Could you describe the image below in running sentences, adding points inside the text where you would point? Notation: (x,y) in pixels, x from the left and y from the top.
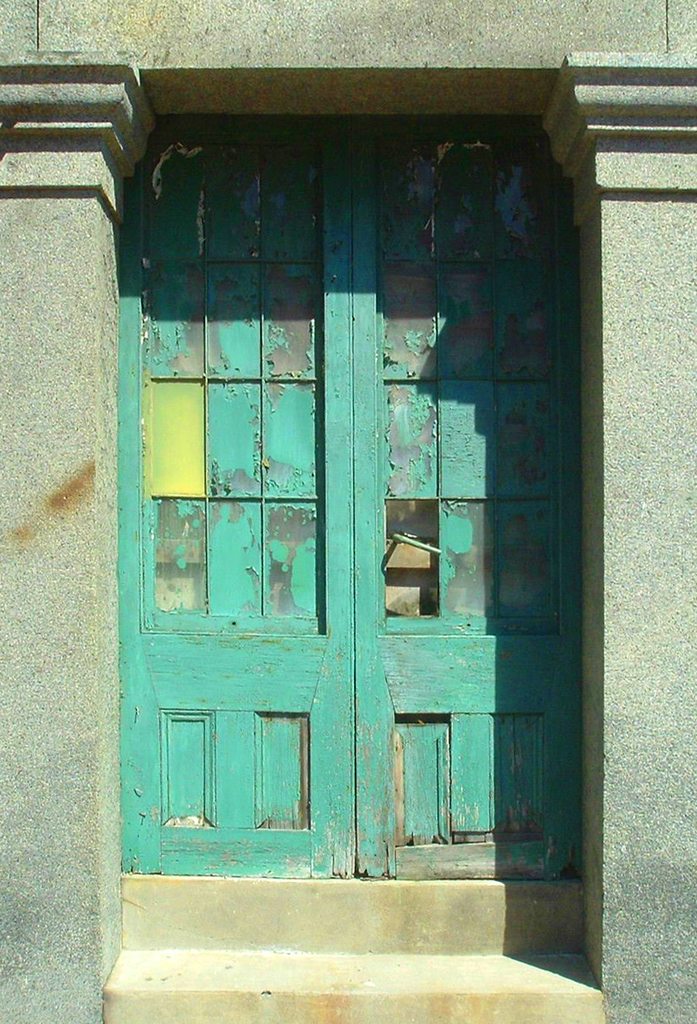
In this image we can see doors (290,626), steps (326,944) and pillars (618,341).
